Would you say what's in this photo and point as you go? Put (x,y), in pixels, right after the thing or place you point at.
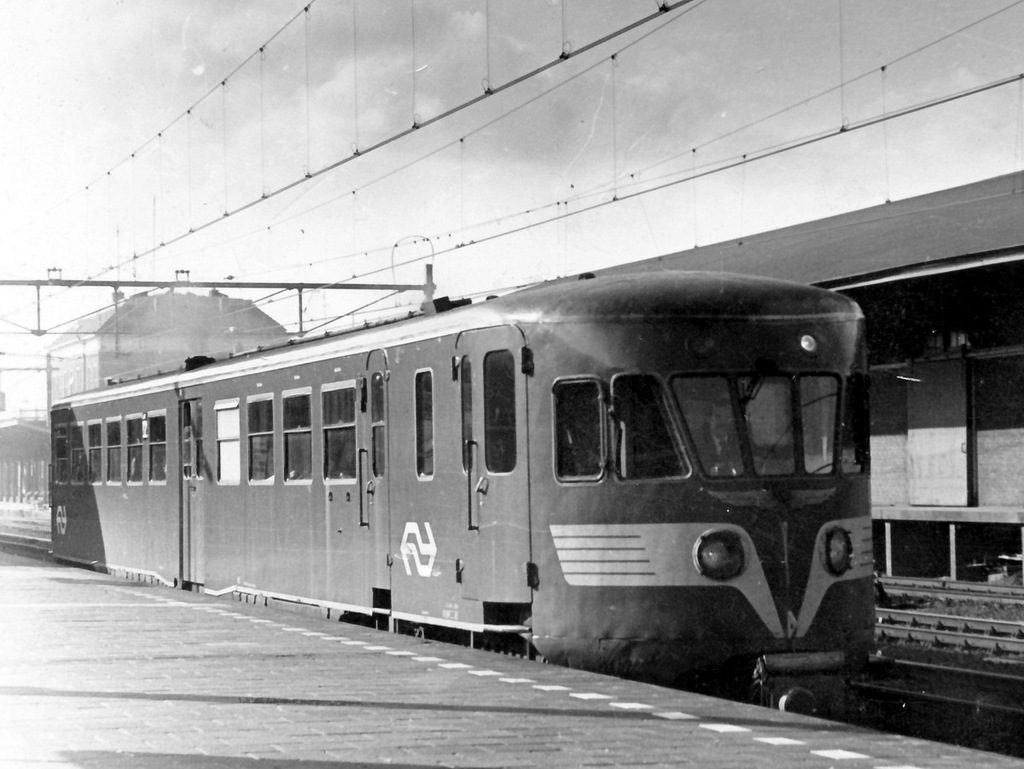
This is a black and white image. There is a train (603,499) on a railway track (879,707). There are wires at the top (239,206) and it looks like a building (163,333) at the back (163,333).
